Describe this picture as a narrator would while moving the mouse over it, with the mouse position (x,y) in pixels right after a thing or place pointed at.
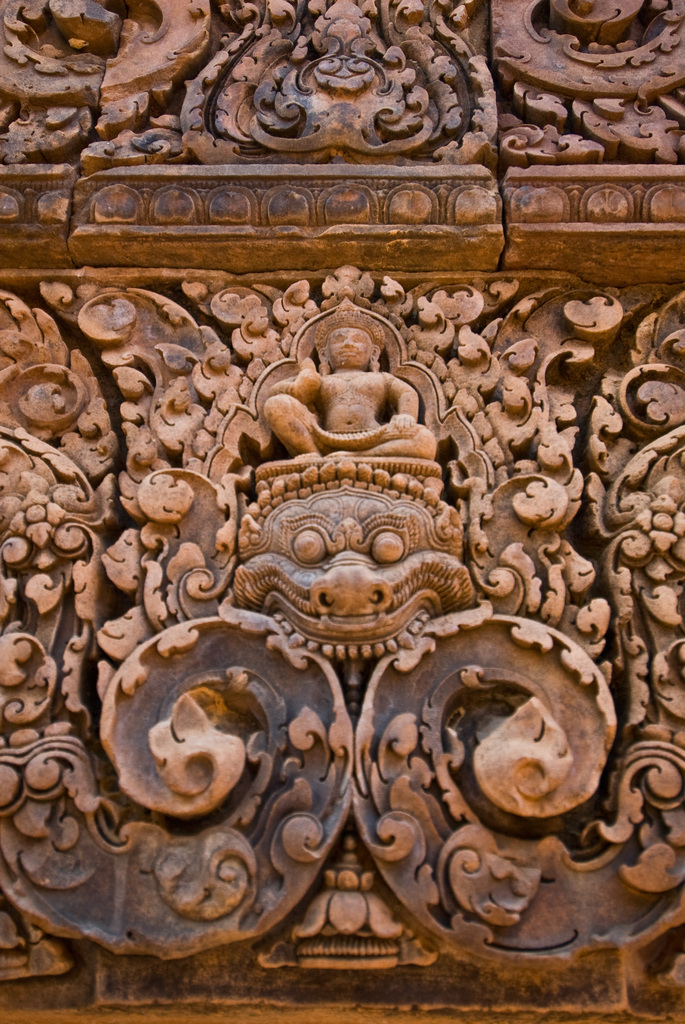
In the picture we can see a historical wall (427,934) with some sculptures (425,934) to it.
